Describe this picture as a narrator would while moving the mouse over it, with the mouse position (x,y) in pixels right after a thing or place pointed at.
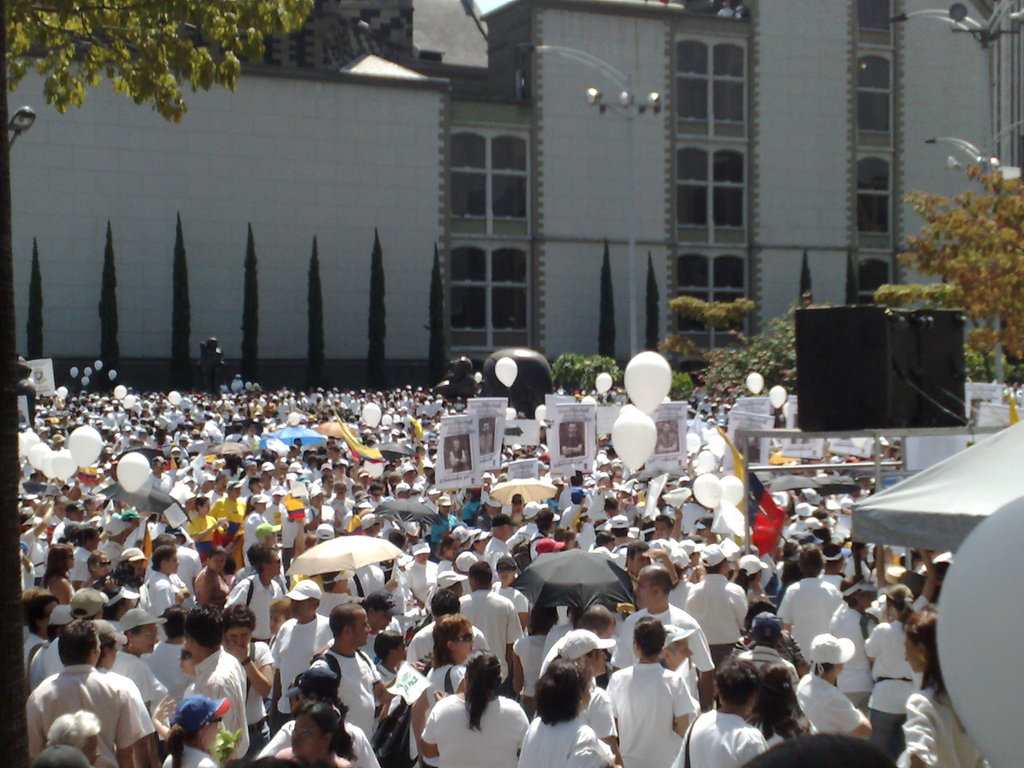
Here we can see group of people (552,735) and few of them are holding umbrellas (586,560). There are balloons (647,397), plants (788,369), trees (231,12), poles (879,442), banners (1003,408), and boxes (919,364). In the background (549,254) we can see a building (785,168).
